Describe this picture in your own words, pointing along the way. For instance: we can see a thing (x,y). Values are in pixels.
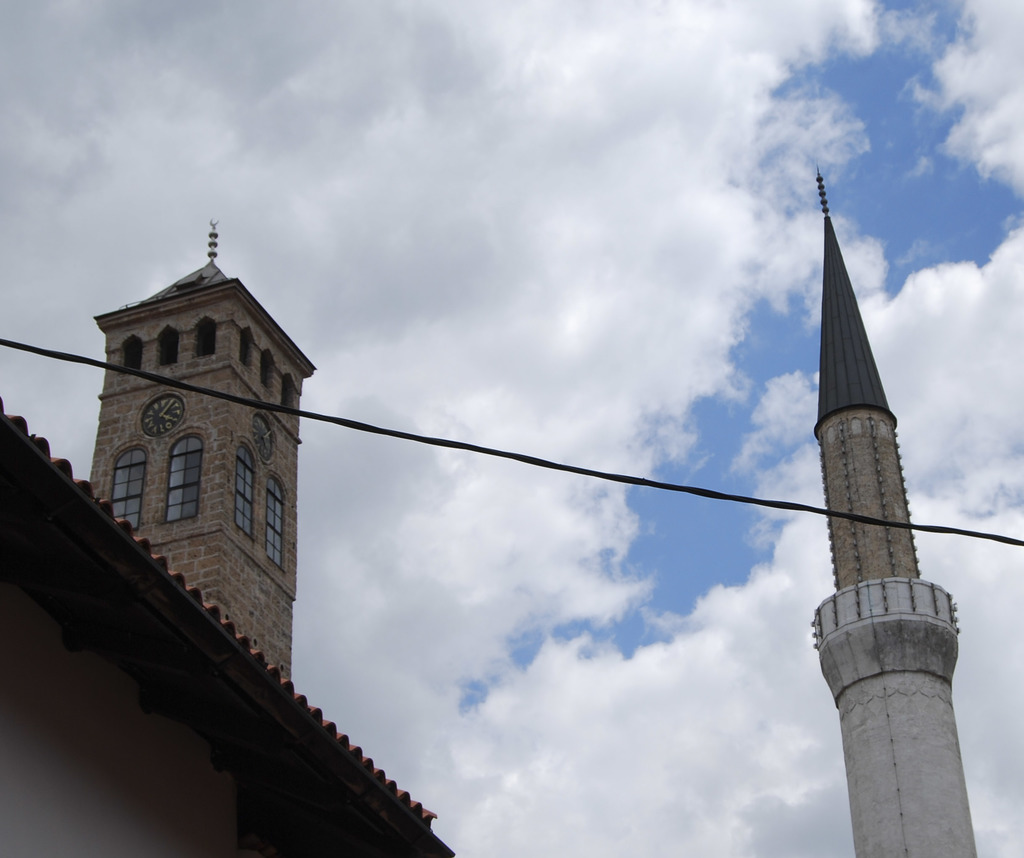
In the center of the image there is a rope (59,359). There is a building (140,333) with a clock tower (295,394). At the top of the image (281,8) there are clouds (473,166).
